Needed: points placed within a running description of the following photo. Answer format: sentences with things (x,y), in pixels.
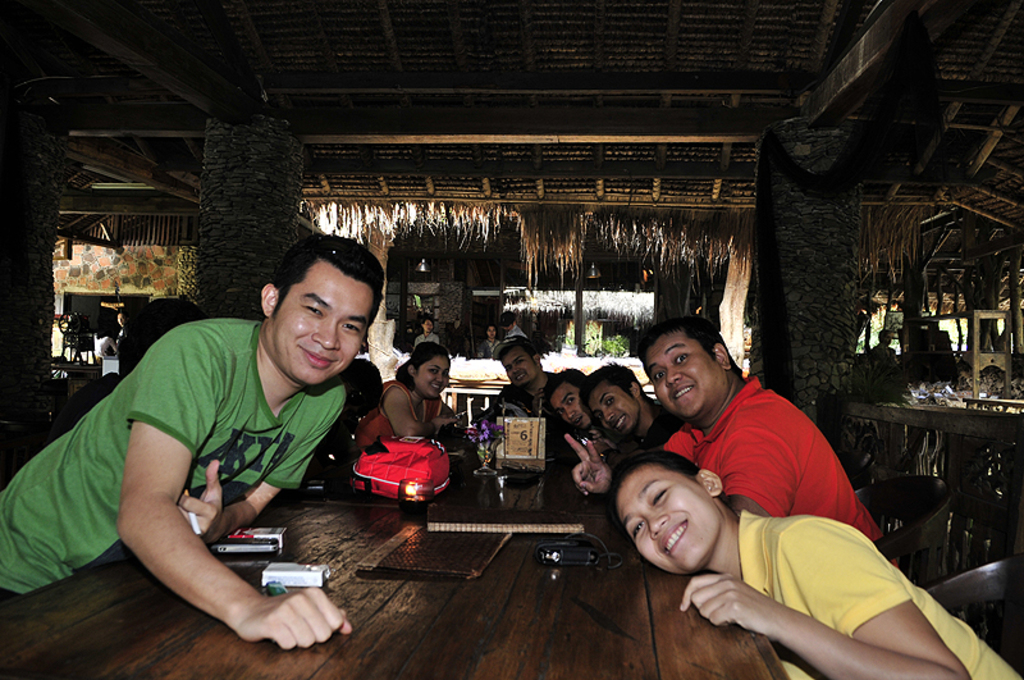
In this picture we can see some persons (598,464) sitting on chair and smiling and in front of them there is table (571,591) and on table (343,580) we can see file (391,561), box (244,536), vase (483,448), flowers (488,429), bag (388,466), calendar (505,451) and in background (592,319) we can see huts (433,326), chairs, wall (92,286).
